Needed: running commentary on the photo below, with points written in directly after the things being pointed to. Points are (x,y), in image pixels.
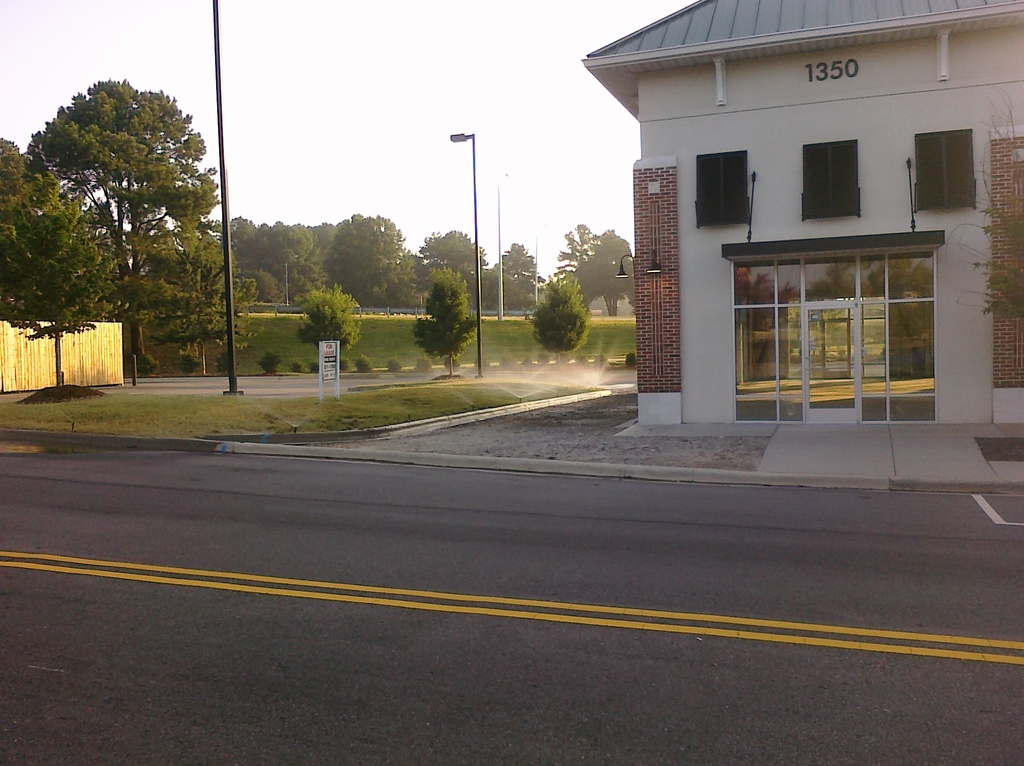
In this image I see a building (665,136) over here and I see numbers (828,71) on the wall (795,62) and I see the footpath (764,433), road (549,485) on which there are yellow lines (380,588) and I see the grass (163,400) and the trees (65,250) and I can also see few poles (465,139) and I see a board (330,359) over here and I see the sprinklers (531,386) over here. In the background (453,202) I see the sky (1,45).
